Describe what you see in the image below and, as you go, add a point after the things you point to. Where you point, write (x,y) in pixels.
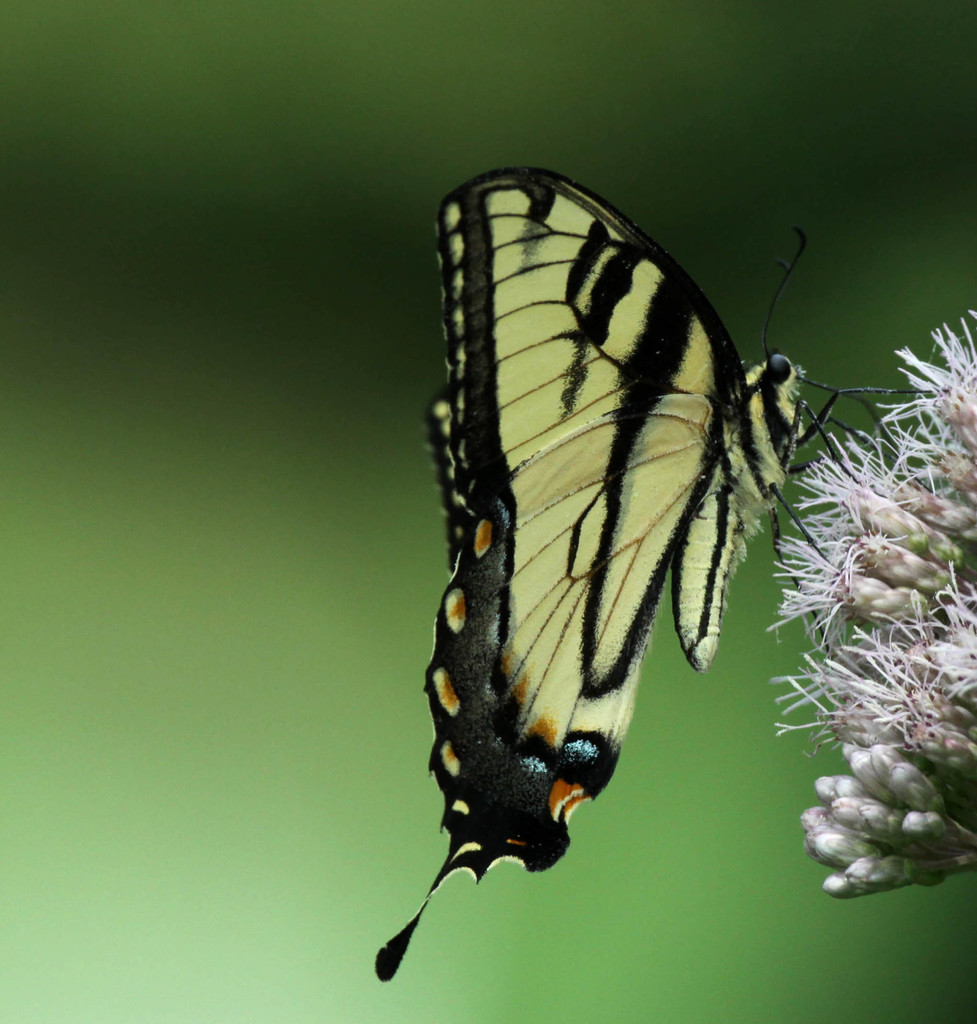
In this image there is a butterfly (561,453) on flower (898,715), in the background (817,103) it is blurred.
